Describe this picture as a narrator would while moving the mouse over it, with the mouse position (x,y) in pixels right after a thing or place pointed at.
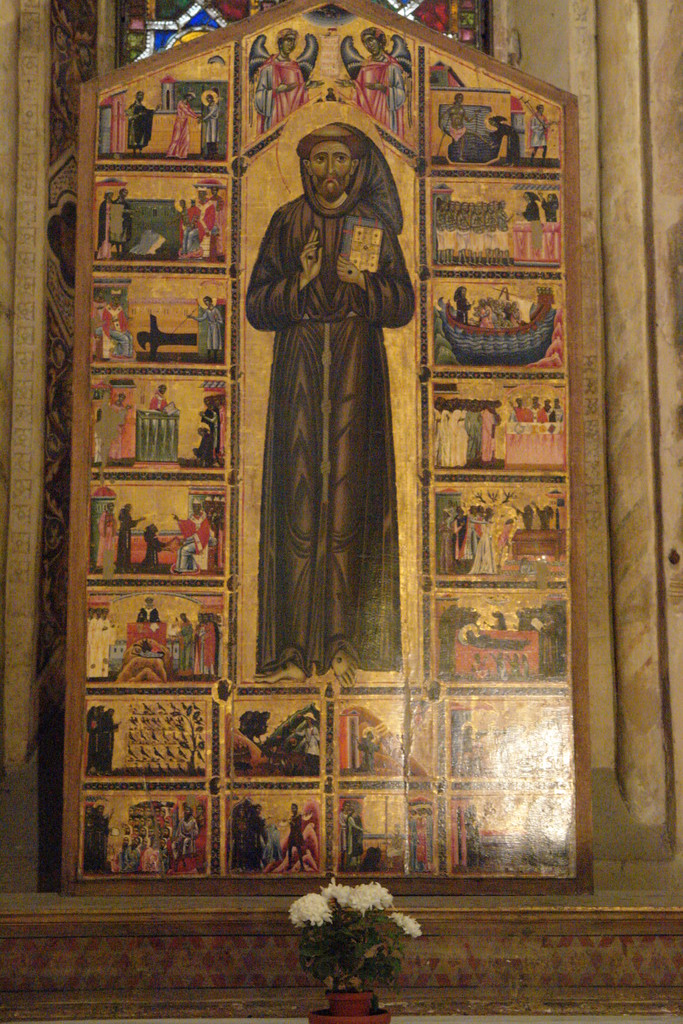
In the middle of this image (344,667) there is a wooden board (182,397) with some paintings (183,417). On the right (649,207) and left side of the image (8,306) I can see the wall (25,286). In the background (200,31) there is a stained glass (189,28). At the bottom of the image (355,982) there is a flower pot (348,956) placed on the floor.
